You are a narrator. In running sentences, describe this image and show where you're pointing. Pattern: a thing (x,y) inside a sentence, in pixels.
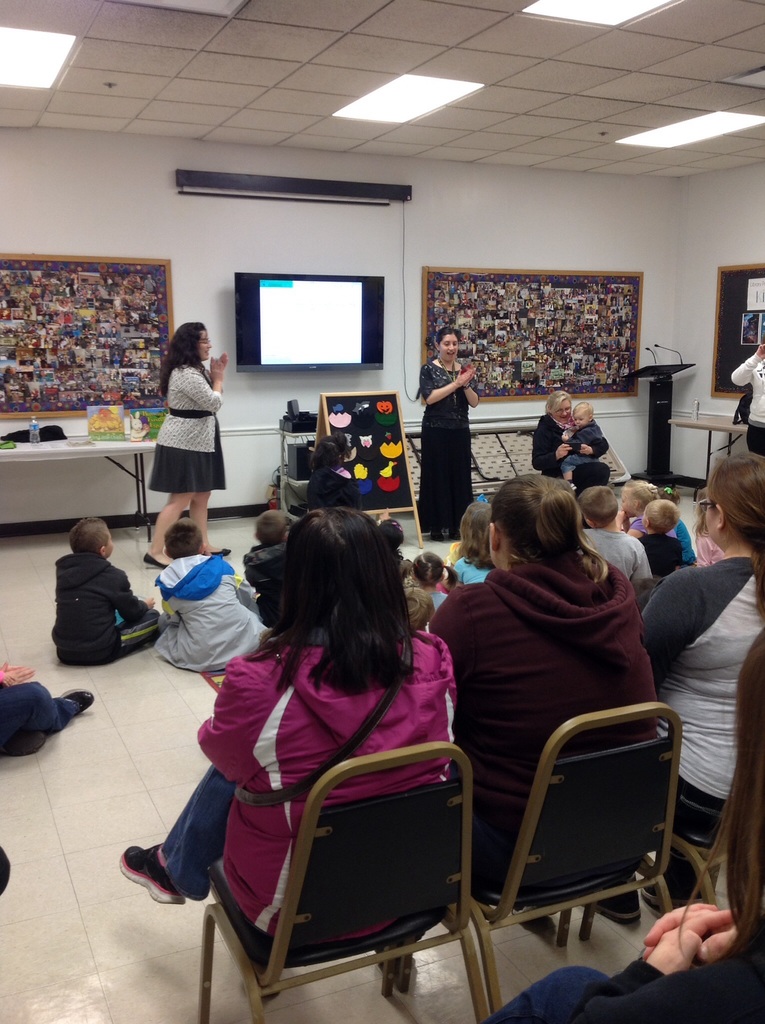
In this picture we can see two woman (451,388) standing and clapping their hands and beside to the other woman (553,434) sitting on chair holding child (572,455) in her hands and in front of them we have a group of people (546,701) some are sitting on chairs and some are sitting on floors (46,621) and in background (132,195) we can see wall (208,291), screen (311,301), frames (489,306), podium (663,378) with mics (660,351), table (49,448), bottle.
